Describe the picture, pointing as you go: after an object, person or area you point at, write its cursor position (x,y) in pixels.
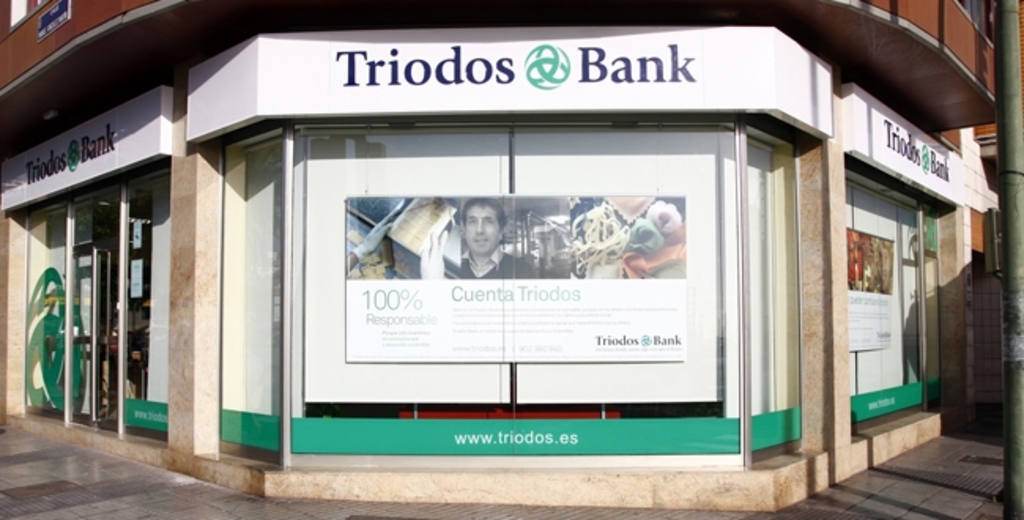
There is a poster (432,334) in the center of the image (533,309) and there is a door (78,326) on the left side.''Triodos bank'' is written on the posters (638,101) and there is a pole (1022,176) on the right side (1003,178).
